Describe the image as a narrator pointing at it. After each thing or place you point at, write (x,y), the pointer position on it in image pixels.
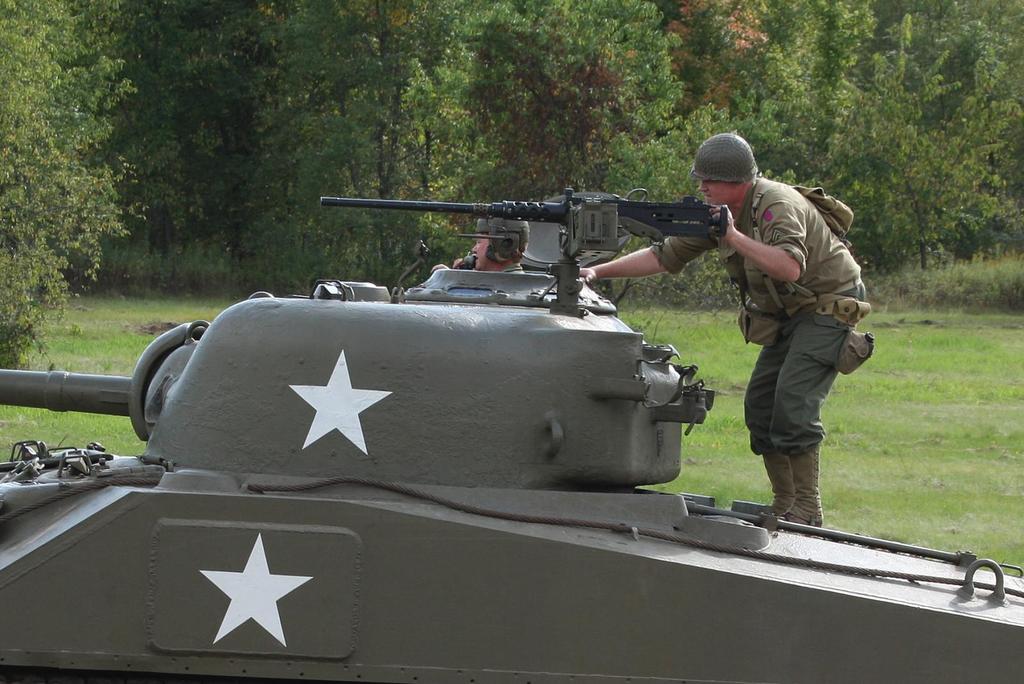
In the image we can see two people (819,328) wearing clothes (816,326), helmet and the right side person (793,319) is wearing boots (778,468). Here we can see a vehicle (590,420) and a rifle (601,208). Here we can see grass (858,416) and trees (120,101).
